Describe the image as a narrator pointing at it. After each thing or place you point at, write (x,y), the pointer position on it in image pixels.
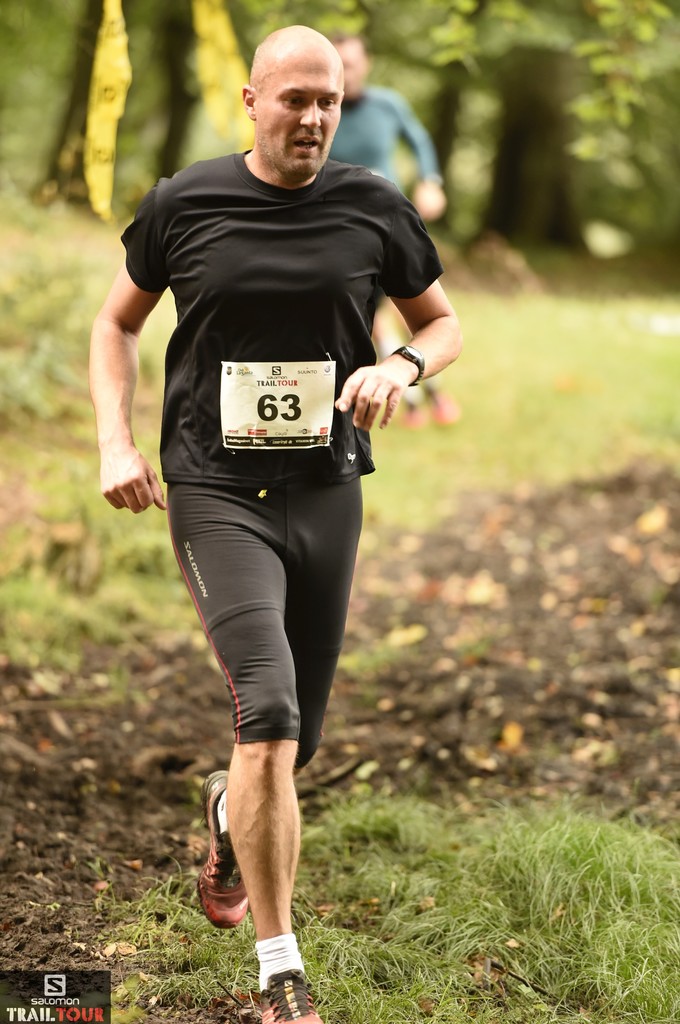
In the middle (315,350) I can see two persons (255,847) on the grass (348,976) and a logo (17,986). In the background (0,44) I can see trees (534,163). This image is taken may be in a park (382,761) during a day.
